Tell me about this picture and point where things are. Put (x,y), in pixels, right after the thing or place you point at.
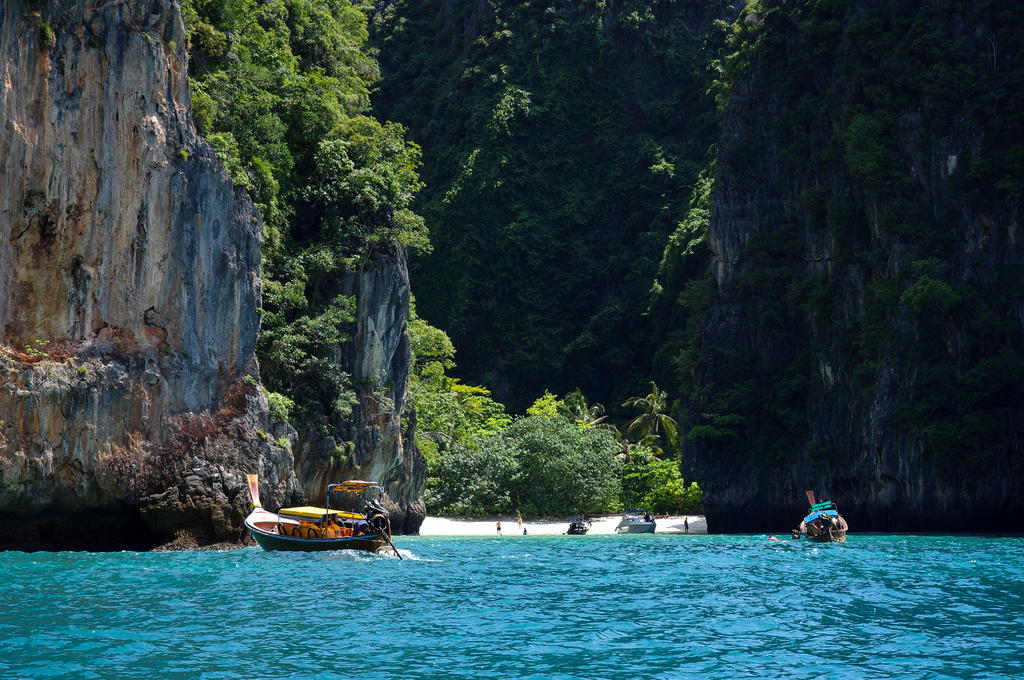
In this picture we can see water (489,632) and couple of boats (576,521) in the water (571,559), in the background (317,389) we can find hills (200,306), couple of peoples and trees (631,293).
